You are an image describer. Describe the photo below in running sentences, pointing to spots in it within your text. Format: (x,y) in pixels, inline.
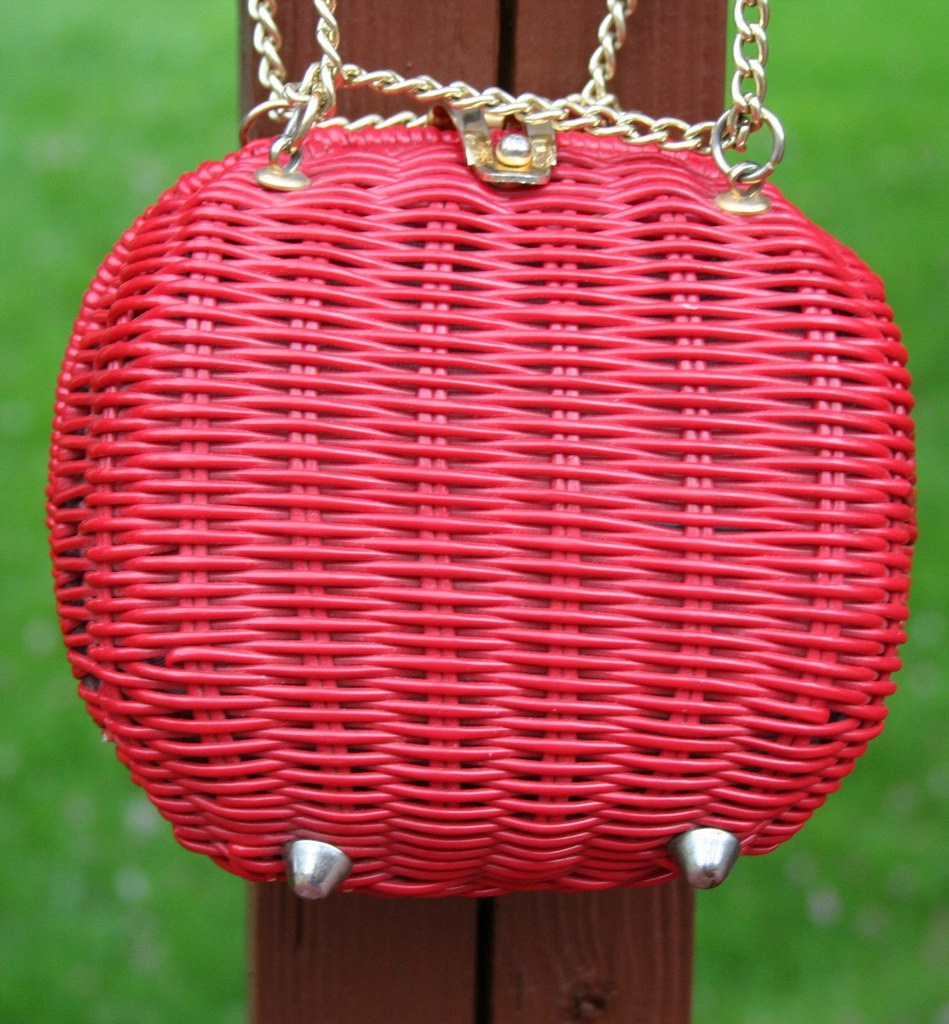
To the wooden stick (520,970) there is a red color bag (386,417) with chains (306,79) connected to it. In the background (845,956) there is a green grass (63,237).
